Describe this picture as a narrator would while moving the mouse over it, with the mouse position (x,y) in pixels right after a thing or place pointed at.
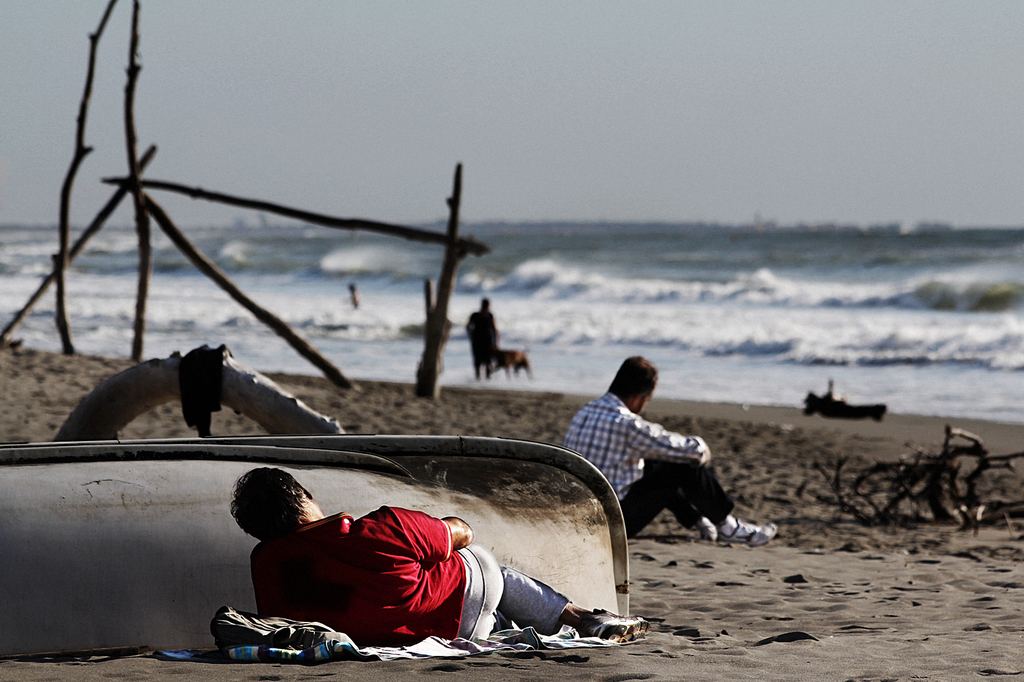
The picture is taken near a beach (468,420). In the foreground (573,487) there are people (271,550), wooden logs (259,409), sand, boat (200,447) and other objects (501,367). In the background (558,266) there is a water body (644,250). At the top (659,93) it is sky (534,129).
